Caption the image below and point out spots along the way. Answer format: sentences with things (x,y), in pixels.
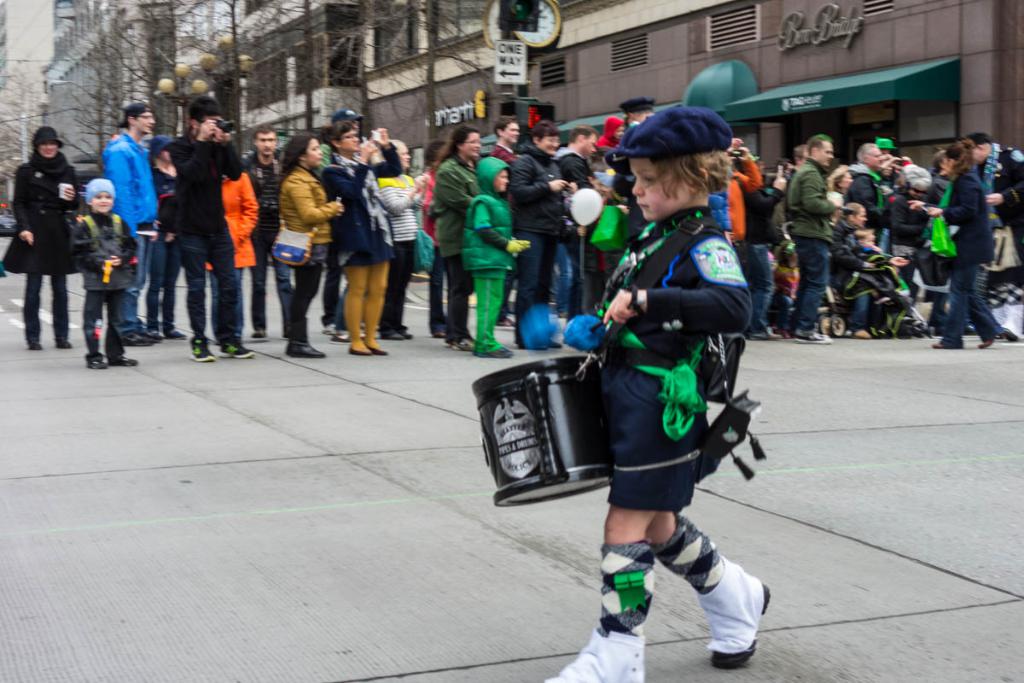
In the image we can see there are people (455,222) standing and some of them are walking, they are wearing clothes (234,250), shoes (231,351) and some of them are wearing a cap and holding an object (934,234) in hand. Here we can see a child (623,463) holding a musical instrument (576,442). Here we can see the road (402,523), trees (235,90), light poles (178,121), the clock (539,27) and the building (647,67).
